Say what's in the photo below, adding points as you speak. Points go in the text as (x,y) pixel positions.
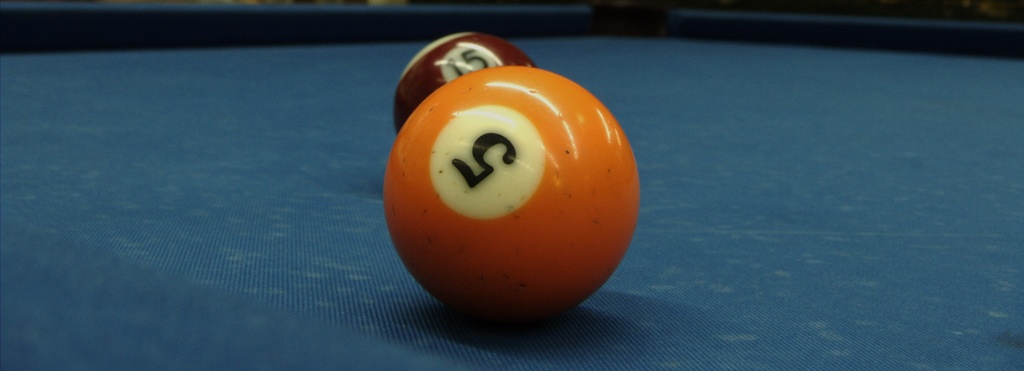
In this picture we can see two balls (541,262) on a pool table (704,119).
